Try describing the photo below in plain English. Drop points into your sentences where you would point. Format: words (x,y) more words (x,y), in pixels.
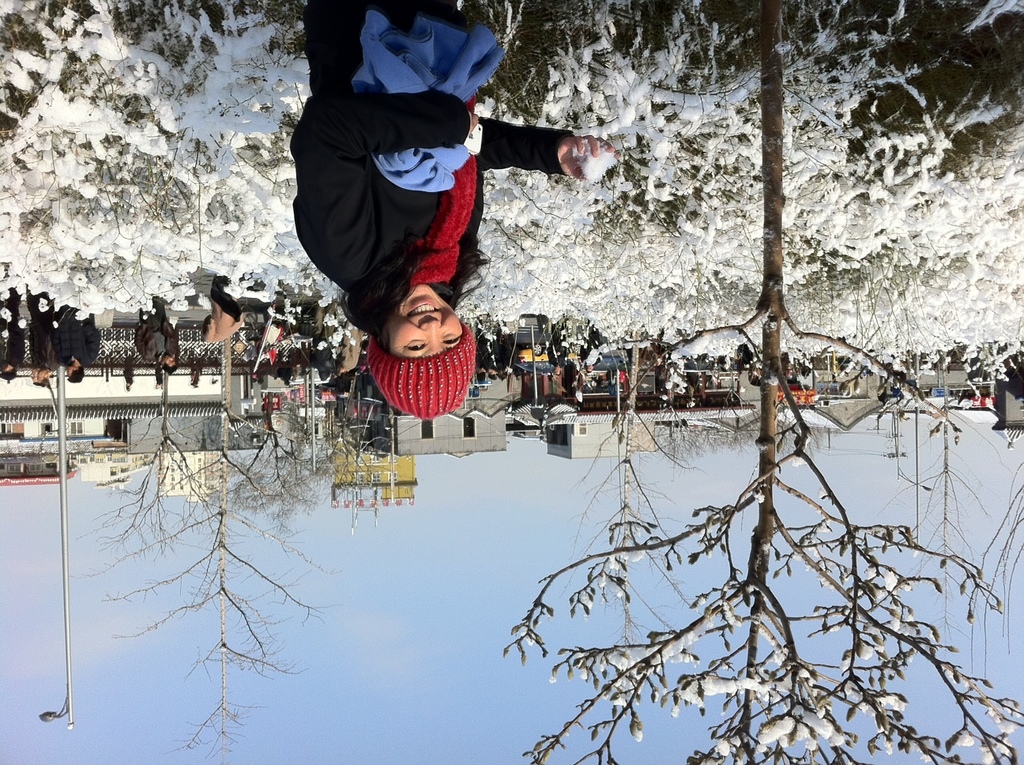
In the picture we can see a woman (389,220) standing near the plants (618,164) and she is smiling and on the plants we can see a snow (739,685) and far away from it, we can see some houses (457,439), buildings (127,410), poles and behind it we can see a sky (491,675).
